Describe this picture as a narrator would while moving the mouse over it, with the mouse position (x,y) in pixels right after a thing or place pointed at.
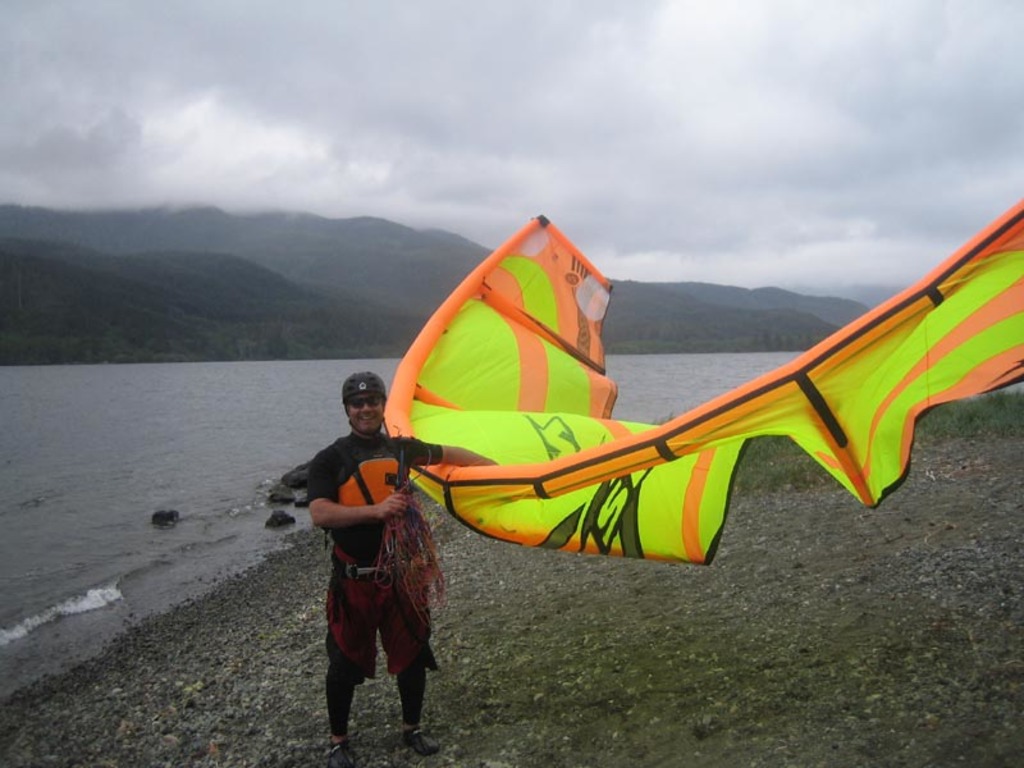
In this picture we can see a man (382,545) is standing and holding a kite (532,446), he is wearing a helmet (382,396), at the bottom (790,633) there are some stones (527,646), we can see water (269,402) in the middle (349,374), in the background (267,258) there are hills (280,258), we can see the sky (641,260) and clouds (645,86) at the top of the picture (543,146).
